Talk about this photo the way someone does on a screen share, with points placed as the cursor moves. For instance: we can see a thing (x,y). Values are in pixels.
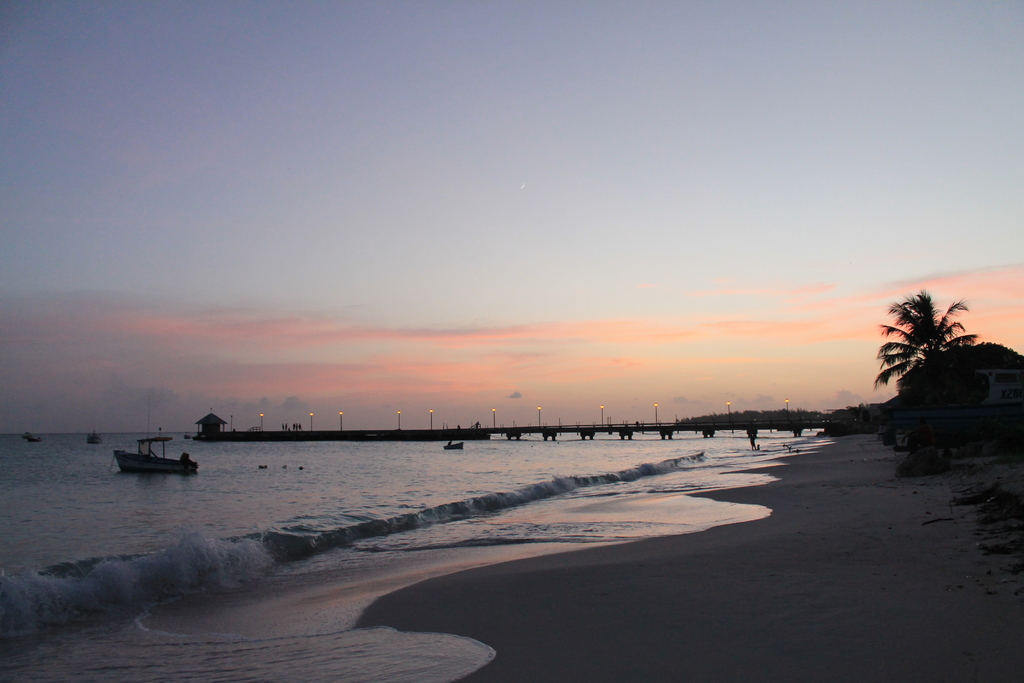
In this image we can see boats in the water (138,435), above the water (228,452) we can see a bridge (466,429), there are some poles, lights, people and trees (914,371), in the background (541,392) we can see the sky (76,224).
